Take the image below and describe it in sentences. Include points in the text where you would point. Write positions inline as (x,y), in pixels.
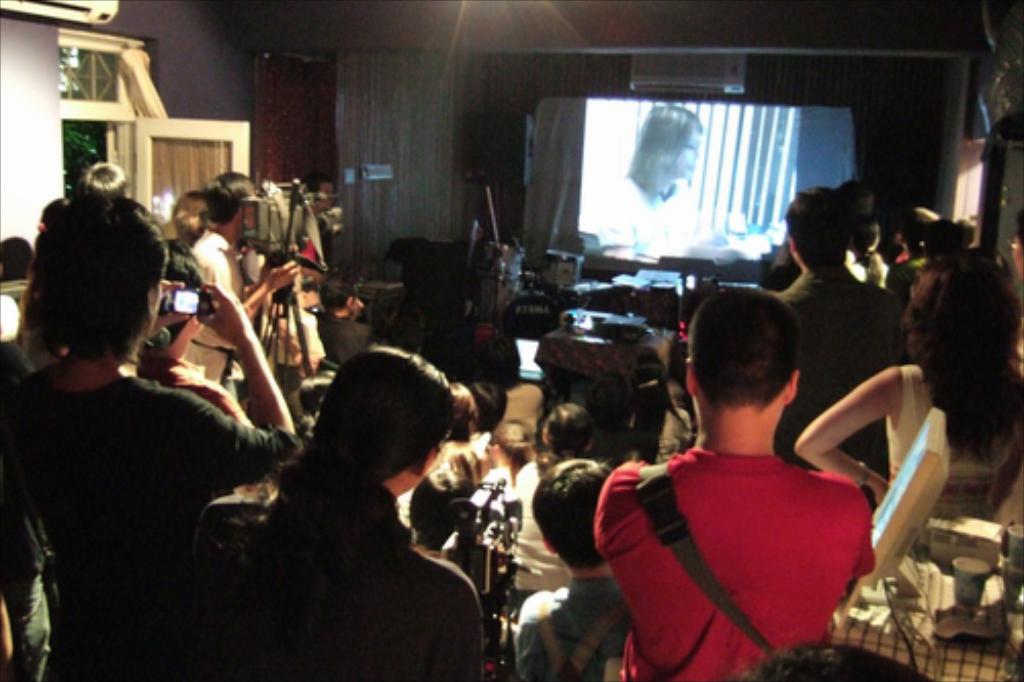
In this image there are a group of people (609,441) standing some of them are holding some cameras (485,521) and recording, and in the center (557,338) there is a screen (748,140) and some objects (560,294). On the right side (923,554) there is one monitor (898,545) on the table (917,623), and also there are some cups (958,600) and some other objects (954,553). On the left side (34,4) there is a air conditioner (116,6), window (120,153), curtains (328,122) and in the background (494,33) there is wall (210,62).
